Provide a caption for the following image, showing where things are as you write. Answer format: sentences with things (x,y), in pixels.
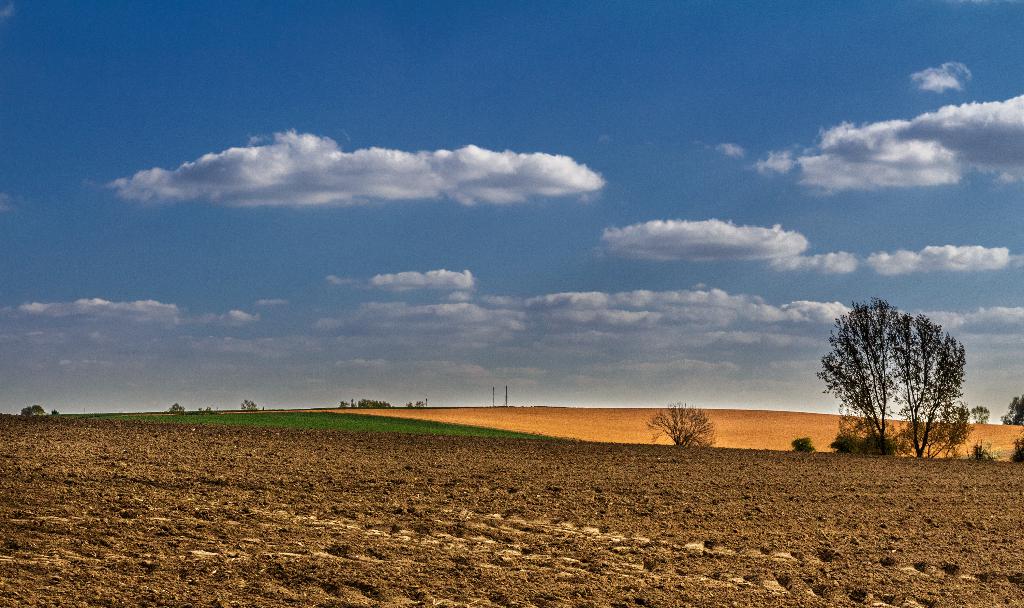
In this picture we can see there are trees (885,437), land (418,411) and grass (365,424). At the top of the image (545,109), there is the sky (389,106).
